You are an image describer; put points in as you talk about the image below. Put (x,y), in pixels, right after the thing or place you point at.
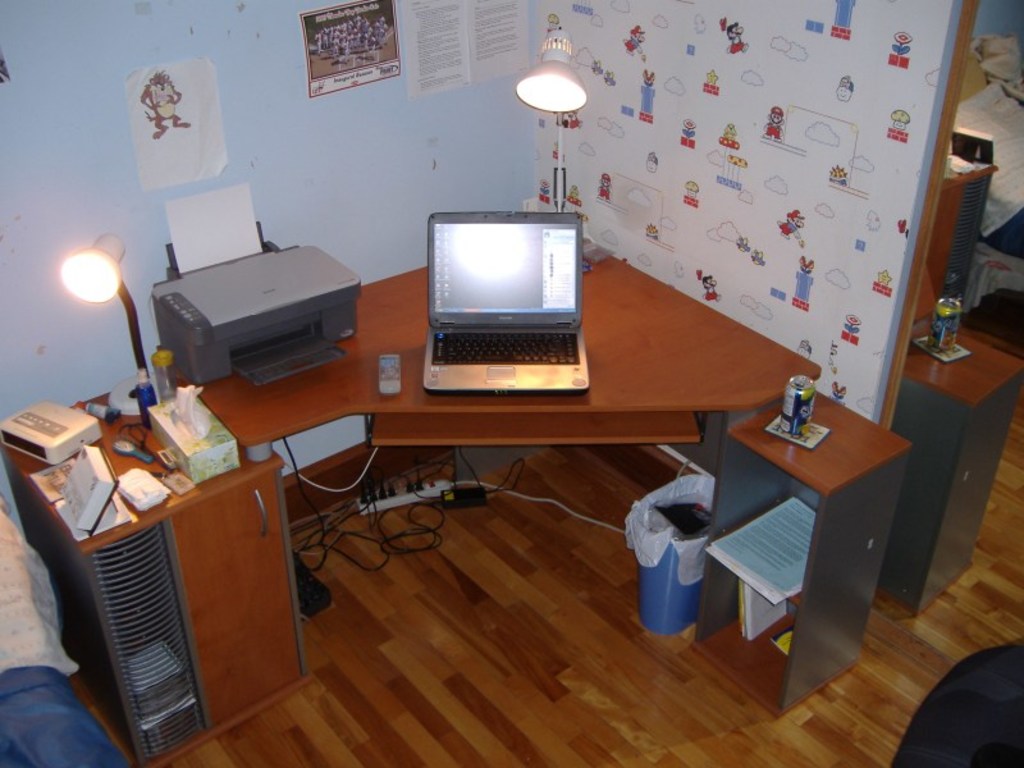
In this image I see a room (400,209) and there is table (900,458) on which, there is a laptop (479,280), a printer (259,231), 2 lights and few things (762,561) and I can also see that there is a wall (96,11) and few papers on it.
